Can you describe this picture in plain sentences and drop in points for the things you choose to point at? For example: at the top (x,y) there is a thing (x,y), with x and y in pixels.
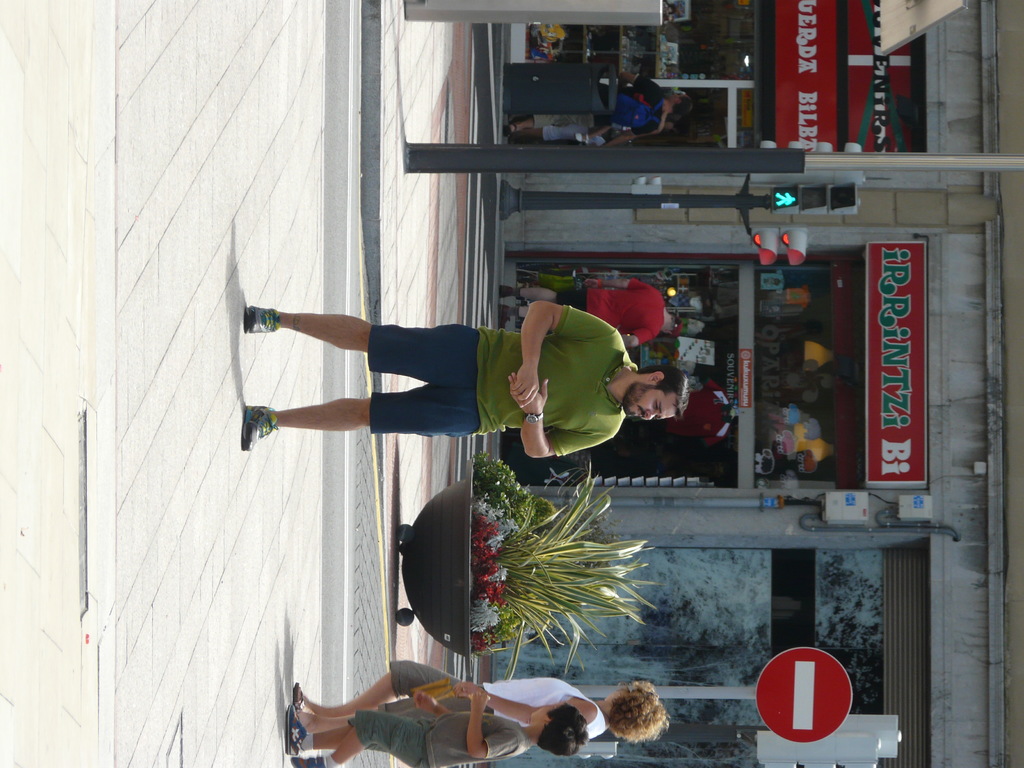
In the middle of the picture (505,337), we see the man (528,414) in green T-shirt (517,354) is standing. At the bottom (409,660), we see two people (444,748) are walking on the road (355,660). Beside them, we see the flower pot (499,547), a pole (718,733) and a board (827,659) in red color. In the background (732,654), we see a building (821,619) and it might be a shop (665,333). On the right side (882,323), we see a board (897,472) in red color with some text (882,426) written on it. Beside that, we see traffic signal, poles (681,168) and people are standing. At the top (660,35), we see the shop (710,85) and a board (807,131) in red color with some text (815,82) written on it. On the left side (194,392), we see the pavement (124,559).
